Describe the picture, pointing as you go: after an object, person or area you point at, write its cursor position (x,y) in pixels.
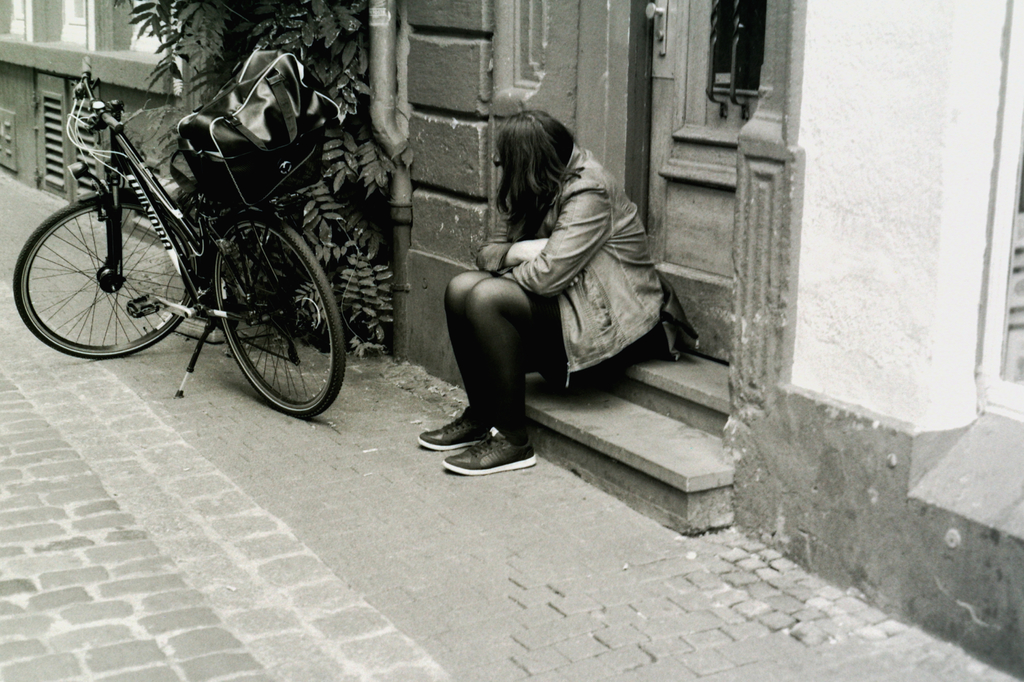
This is a black and white image where we can see a person (544,339) wearing jacket (572,308) and shoes (480,444) is sitting on the steps (633,446), we can see a cycle (195,216) is parked here upon which we can see a bag (299,111) is kept, we can see plants (282,16), door (700,61), pipes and the wall (4,37).
